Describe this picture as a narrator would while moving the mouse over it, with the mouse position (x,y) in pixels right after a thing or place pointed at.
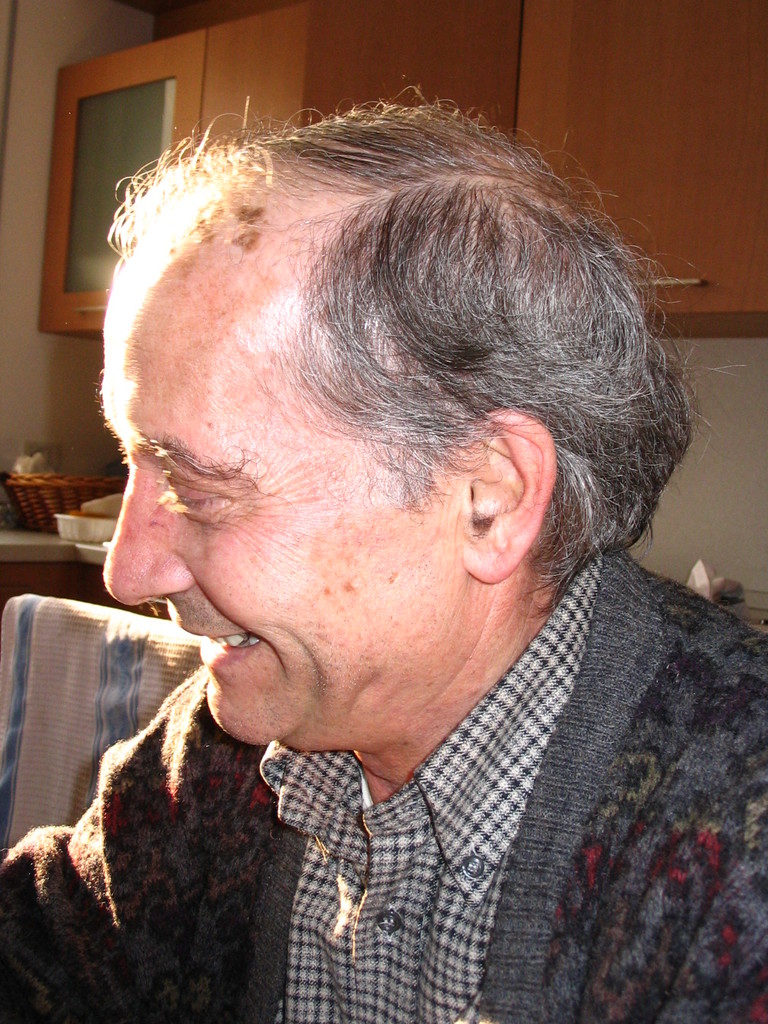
In this image there is a person (155,544) smiling, and in the background (103,509) there are baskets (47,482) of some items (67,534) on the cabinet (74,545), cupboards (699,14), wall (10,431).
